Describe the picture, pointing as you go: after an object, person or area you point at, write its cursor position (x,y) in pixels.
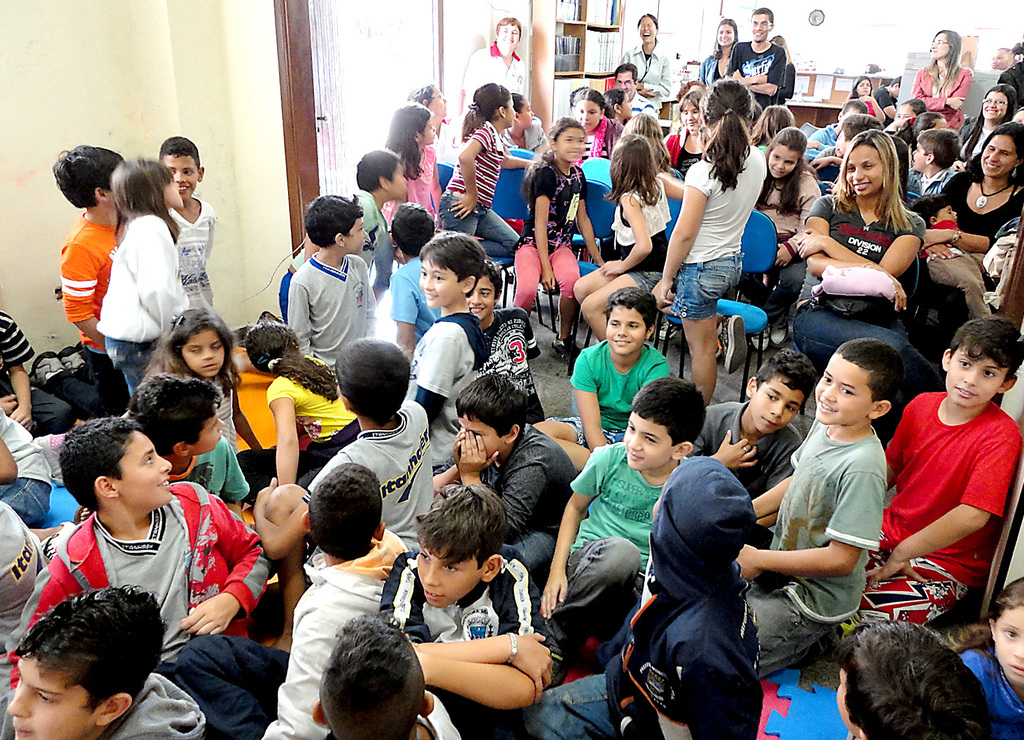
In this image, we can see a group of people (693,245). Few are sitting and standing. Few are smiling. Background (199,50) we can see a wall (211,84), wooden shelf (600,30). So many objects (604,44) are placed here.
